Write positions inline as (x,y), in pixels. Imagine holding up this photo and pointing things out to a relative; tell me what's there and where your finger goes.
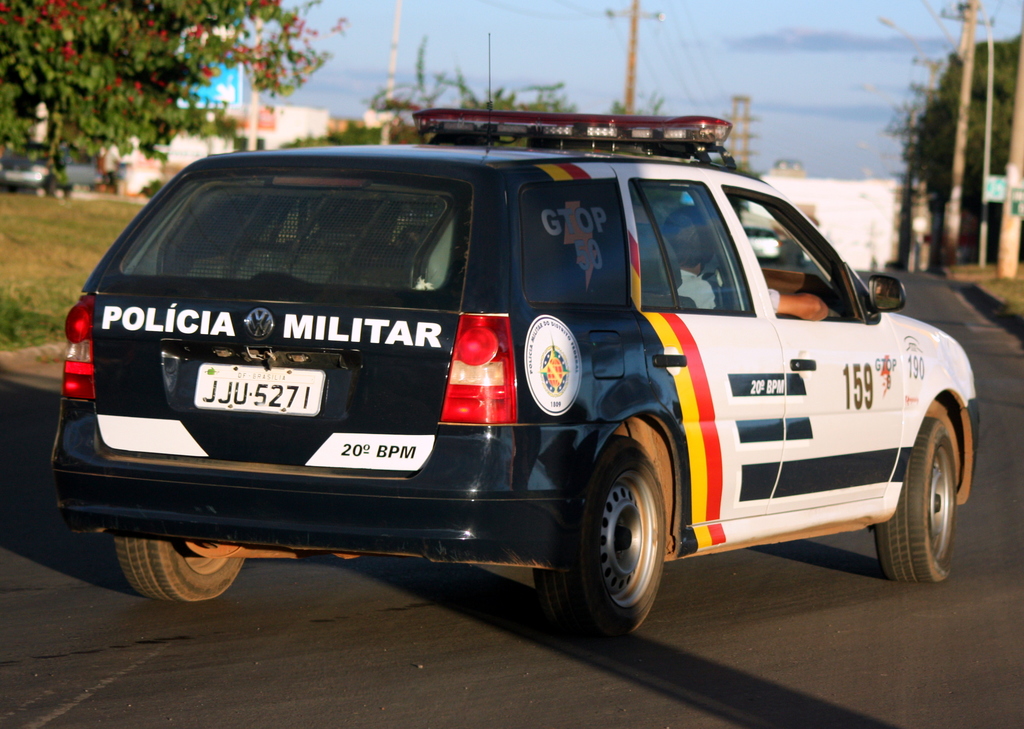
In front of the image there is a police car (494,361) on the road (335,562), on the either side of the road (270,586) there are lamp posts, trees (381,129), buildings (281,123) and billboards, in the sky (613,79) there are clouds (825,46), on the electric poles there are cables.
